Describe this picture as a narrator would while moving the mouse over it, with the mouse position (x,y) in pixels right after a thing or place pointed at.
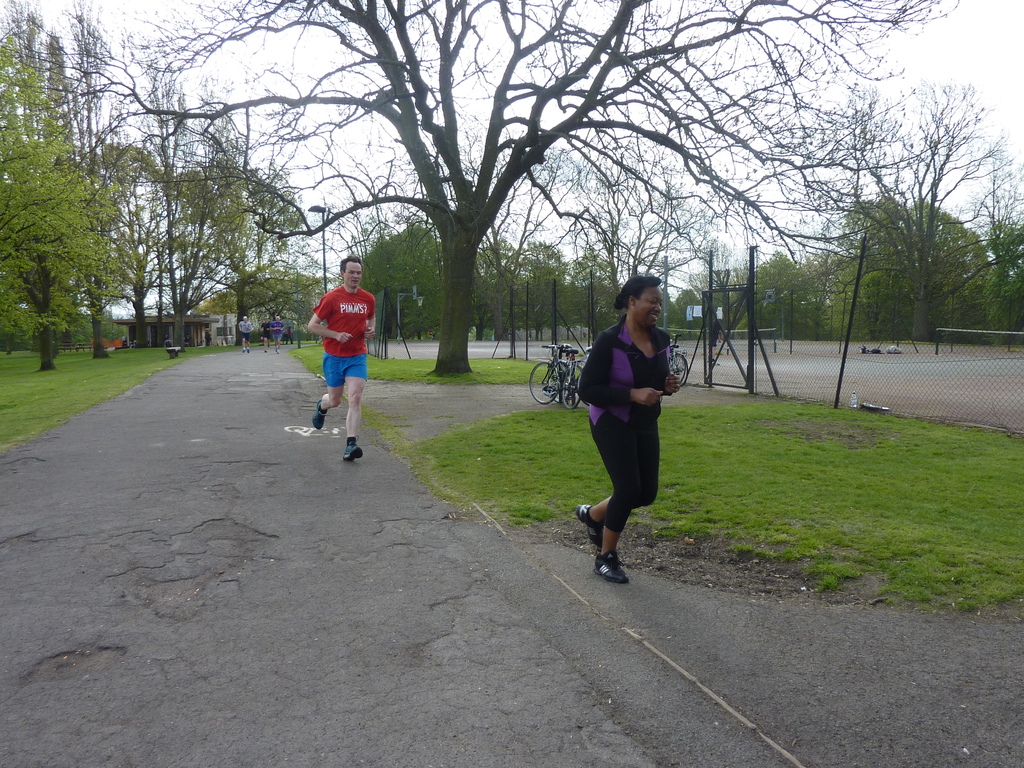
In this image I can see some people (624,470) running on the road (186,404), beside them there are some trees (60,289), grass (572,473) and also there is a fence (880,358) around the ground (885,357).
